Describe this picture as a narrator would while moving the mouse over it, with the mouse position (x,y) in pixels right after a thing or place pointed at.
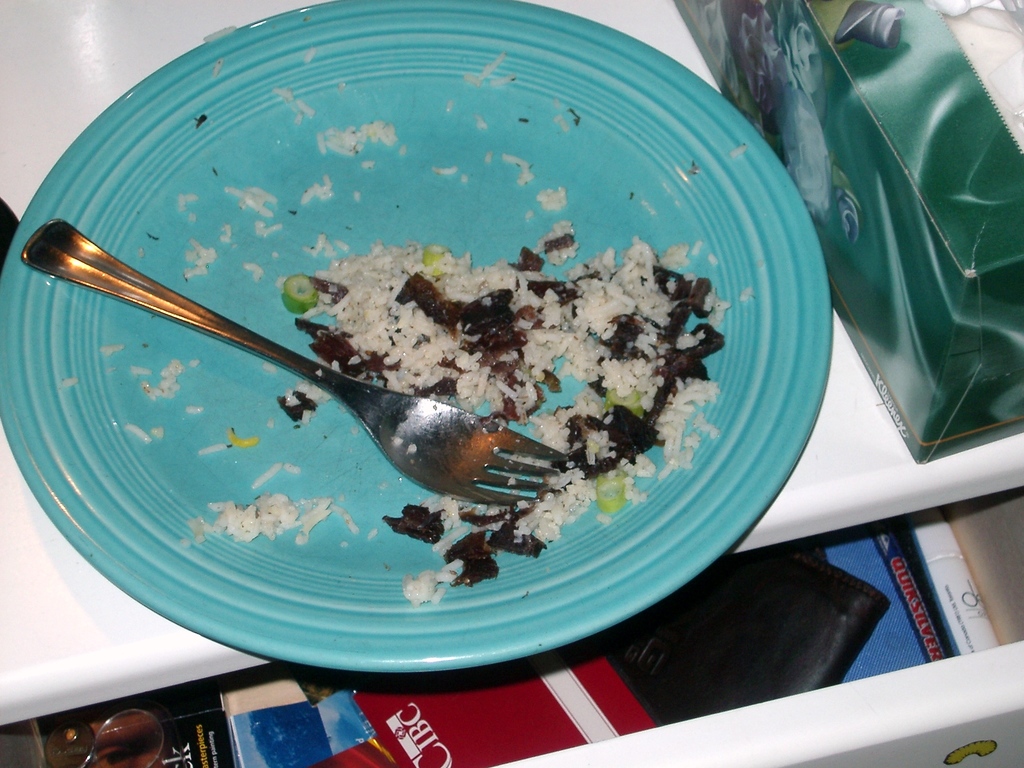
In this picture we can see a box (939,43), food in a plate (340,174), fork (308,374). We can see a platform (102,61). At the bottom portion of the picture (976,629) we can see the objects (871,660) in a desk (976,693).
